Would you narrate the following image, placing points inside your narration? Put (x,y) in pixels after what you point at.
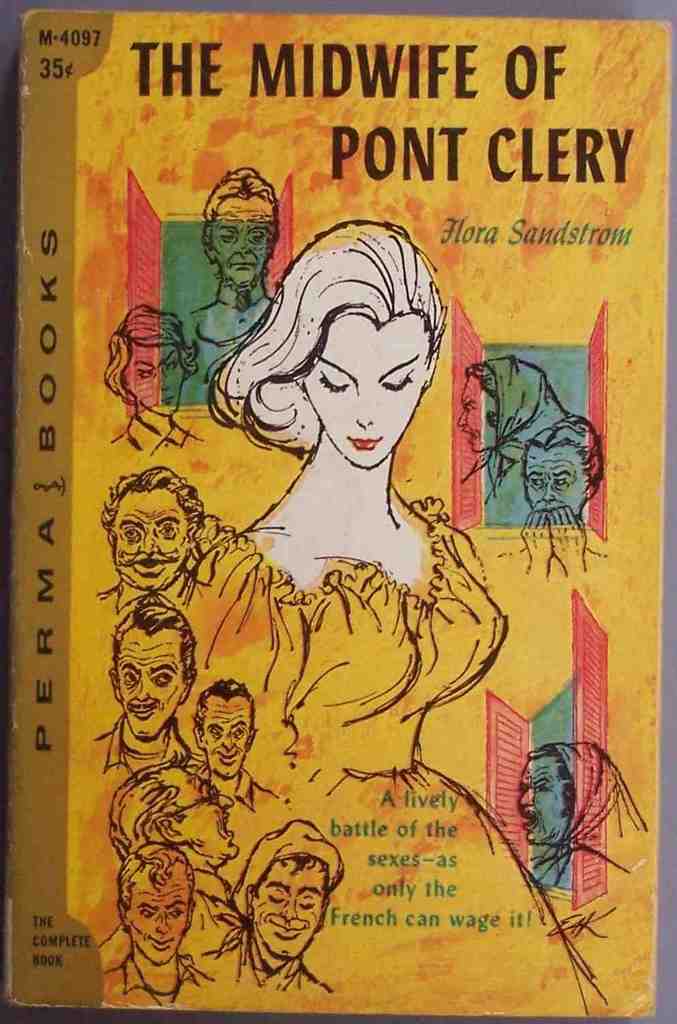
This is a picture of a cover page (225,214) of book (156,435) as we can see there are some drawing image (372,413) of some persons (350,757) in the middle (414,351) and there is some text (218,66) at the top of this image (365,74) and on the left side of this image (41,650).
